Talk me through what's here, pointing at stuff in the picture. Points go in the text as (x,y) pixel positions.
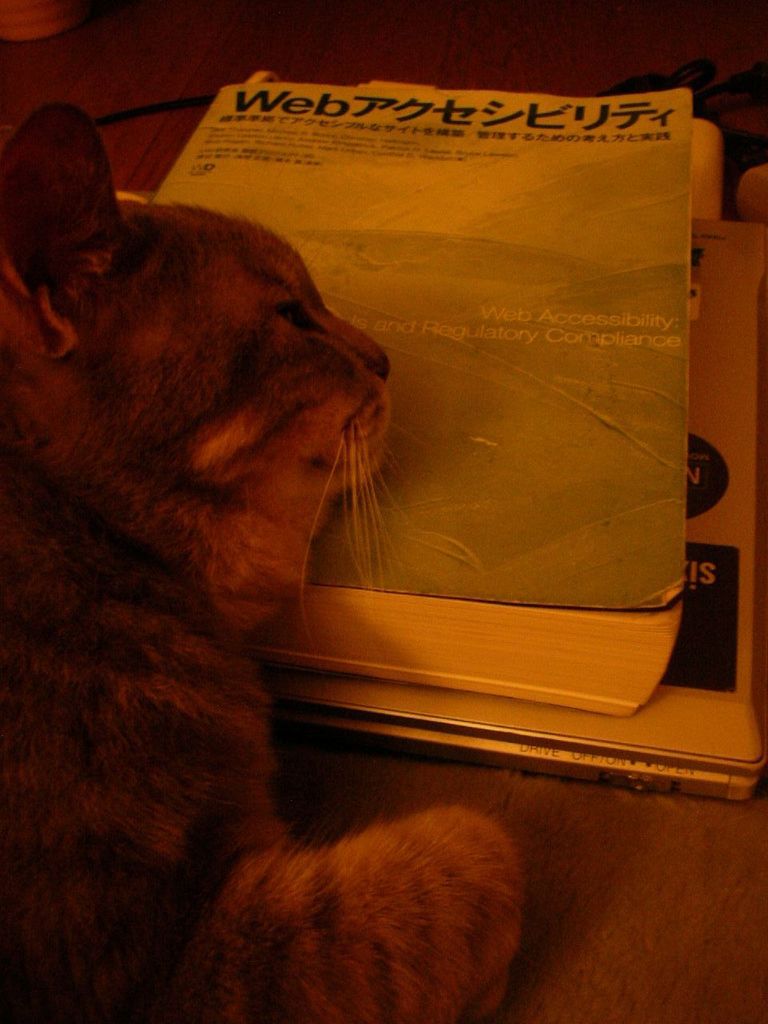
In this picture we can see a cat (212,509) lying near a book (265,152). Some text (398,150) is visible on this book (449,359). We can see a few objects (689,489) under this book (588,396). There is a wire (697,91) and an object (63,26) on a wooden surface (402,63).
